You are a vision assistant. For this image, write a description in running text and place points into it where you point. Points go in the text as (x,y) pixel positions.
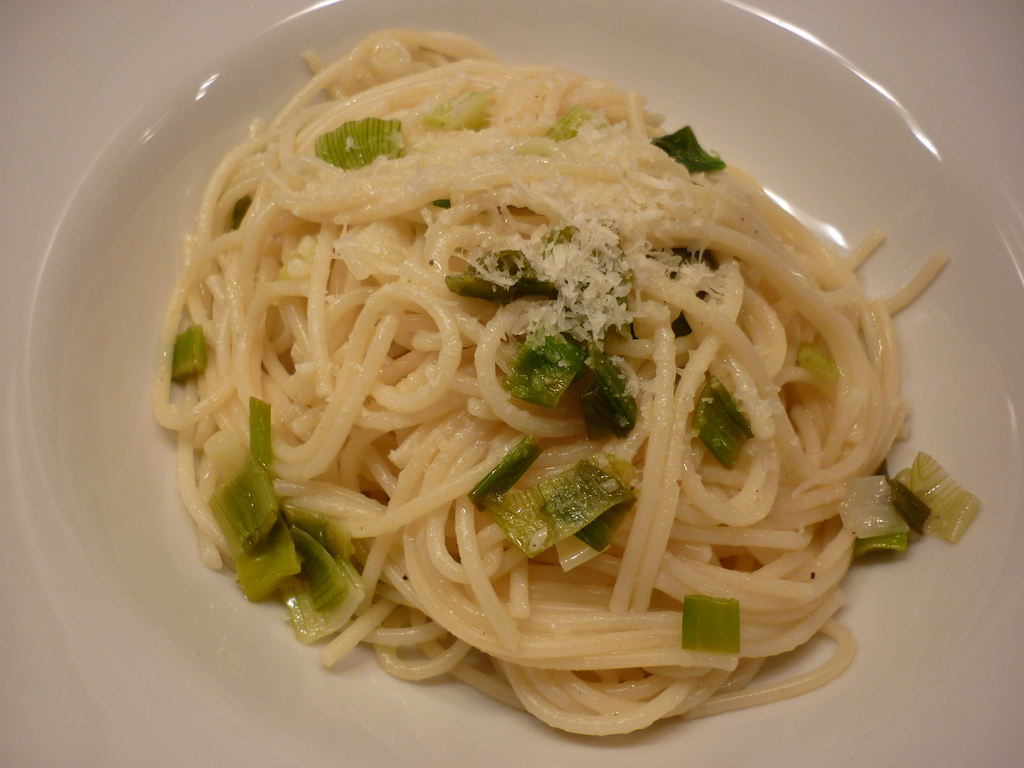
In this picture we can see a food item (519,555) in a plate (140,517). At the edges there is some white color object (110,44).
